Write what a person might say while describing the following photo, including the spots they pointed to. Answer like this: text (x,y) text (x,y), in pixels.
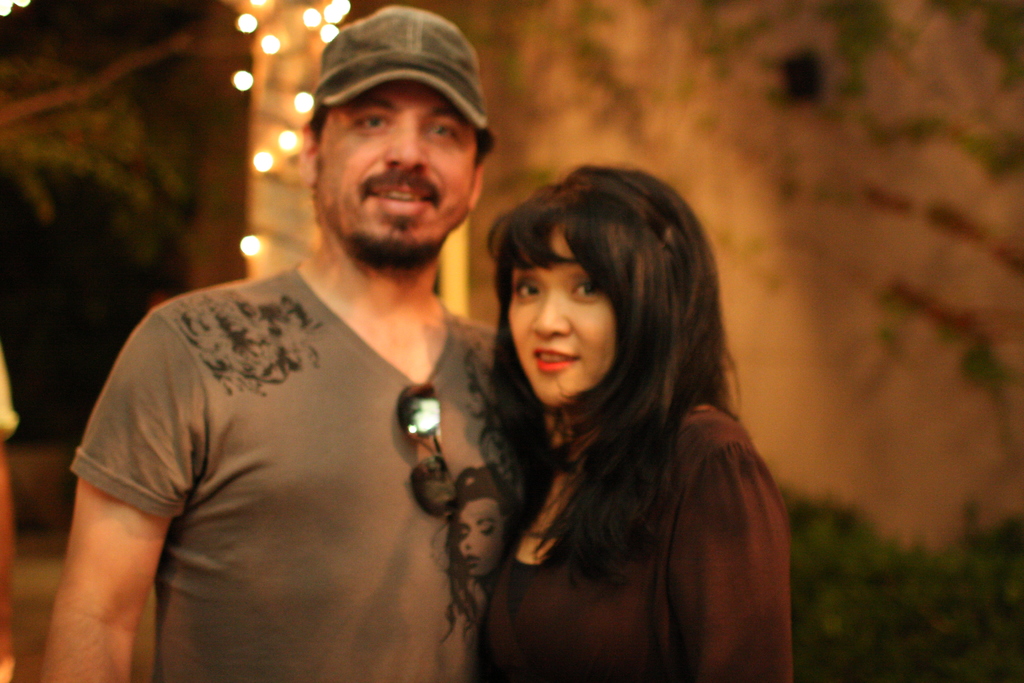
In this image we can see a man (288,569) and a woman (643,503). The man (374,343) is wearing a cap (384,82) and T-shirt (355,513). The woman (623,590) is wearing a brown color dress (620,605). In the background (794,239), we can see a wall (596,94) and greenery (825,557). There is one more person (2,417) on the left side of the image (0,518).
